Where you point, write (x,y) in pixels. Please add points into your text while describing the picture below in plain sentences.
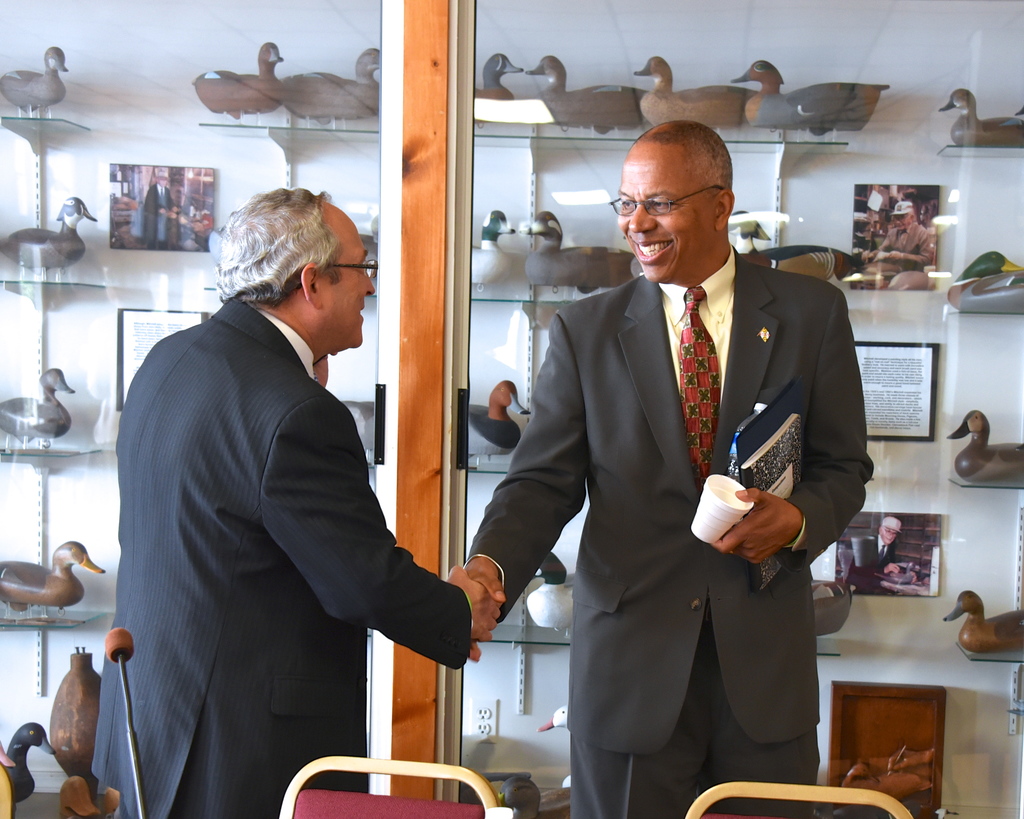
In this image there are two people (245,476) standing, there is a person (744,497) holding objects (759,488), there are chairs (783,817) truncated, there is a microphone (121,655), there are objects (501,418) behind the persons (747,524), there is a wall (845,181).
